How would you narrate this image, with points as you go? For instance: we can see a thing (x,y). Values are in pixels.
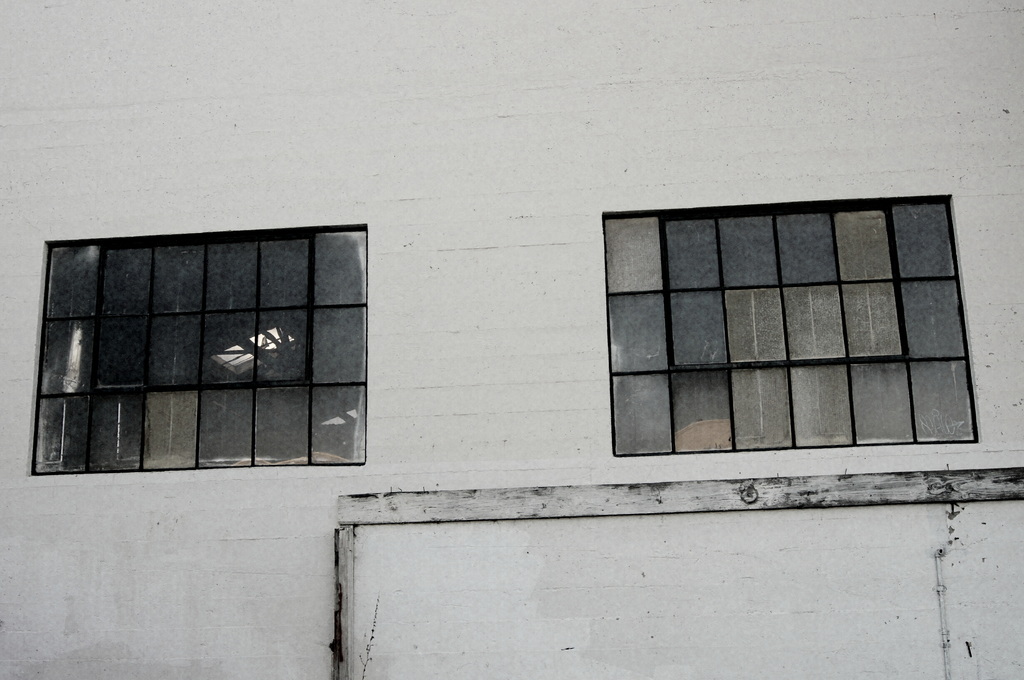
In this image I can see a building (196,512) in white color and I can also see two glass windows (293,346).
